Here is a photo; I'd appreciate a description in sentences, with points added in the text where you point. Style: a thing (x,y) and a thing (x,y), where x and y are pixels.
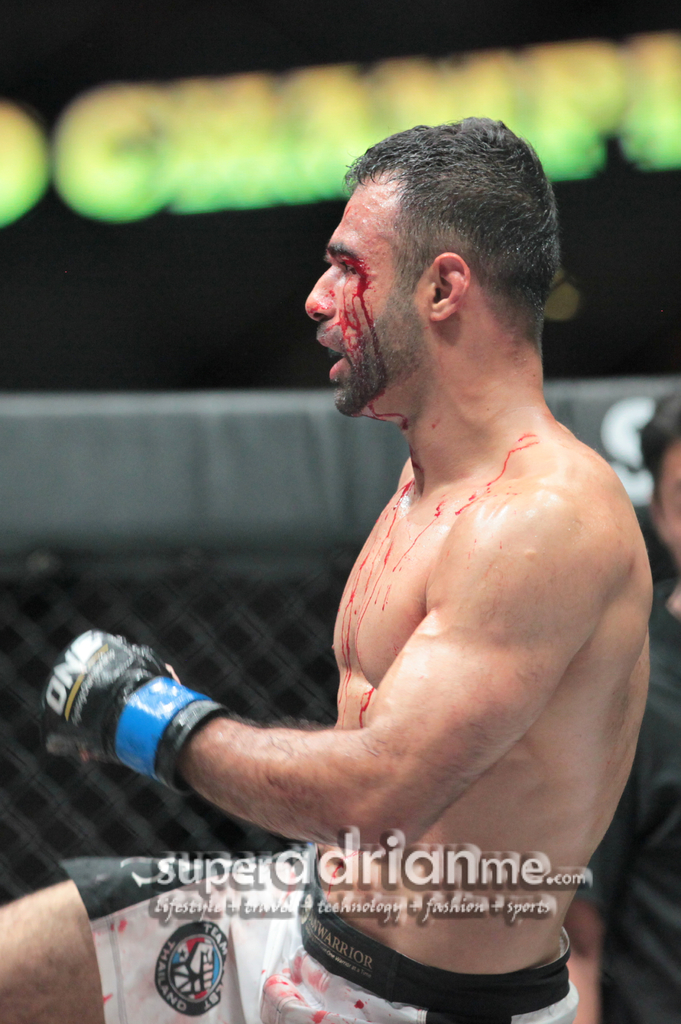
In this picture I can see two persons (609,839), and there is blur background (66,192) and there is a watermark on the image.
